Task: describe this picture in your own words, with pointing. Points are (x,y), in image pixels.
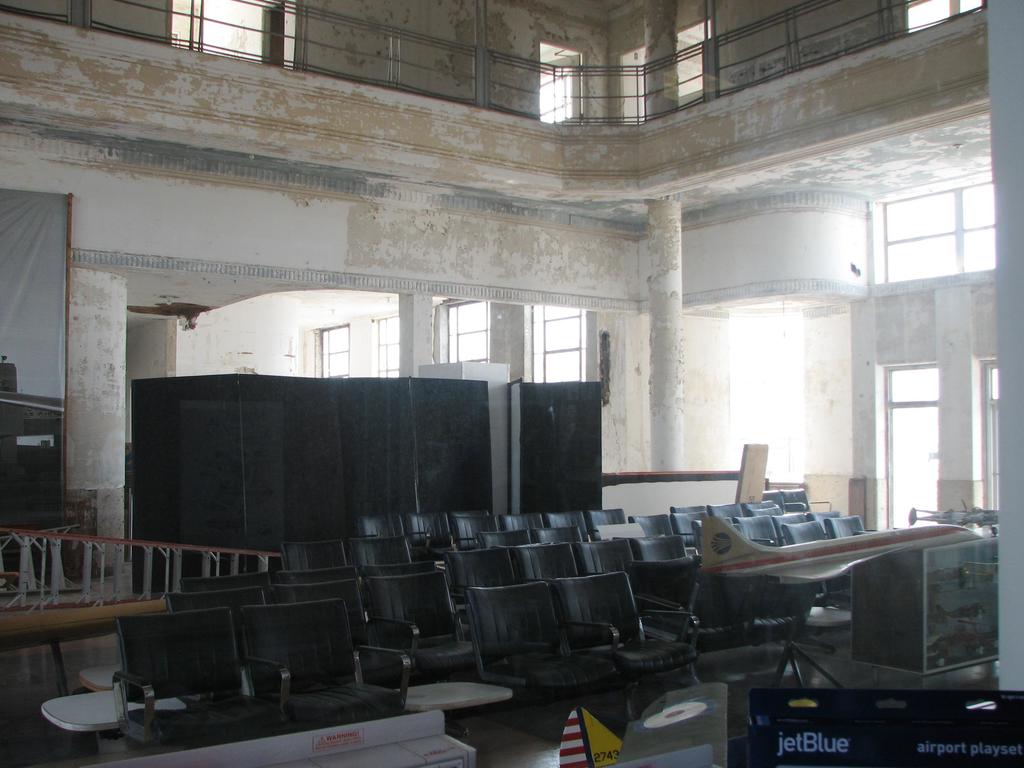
This is an inside view of a building (117,51), where there are windows (958,233), iron grills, chairs (709,608), a demo airplane (949,531), tables (634,538).
